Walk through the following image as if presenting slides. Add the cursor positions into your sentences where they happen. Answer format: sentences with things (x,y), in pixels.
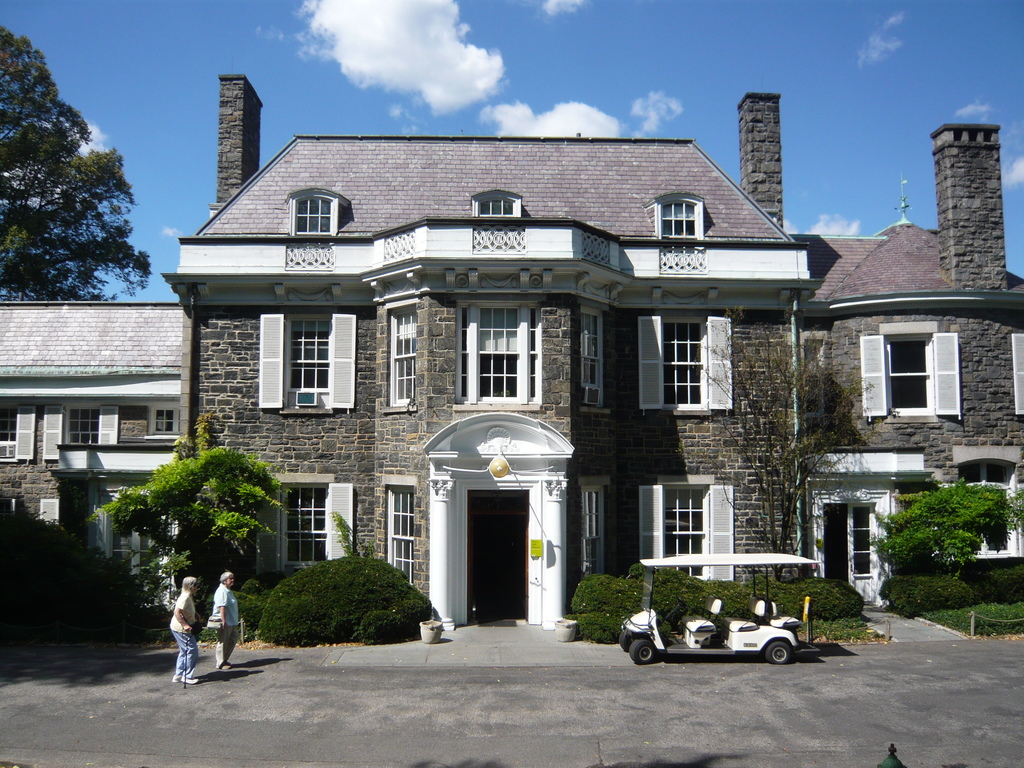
In this picture we can see a building (532,303), in front of the building (172,369) we can see few shrubs (150,562), couple of people (225,605), flower pot (426,622), few trees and a golf cart (645,631), in the background (349,18) we can see clouds (467,74).
